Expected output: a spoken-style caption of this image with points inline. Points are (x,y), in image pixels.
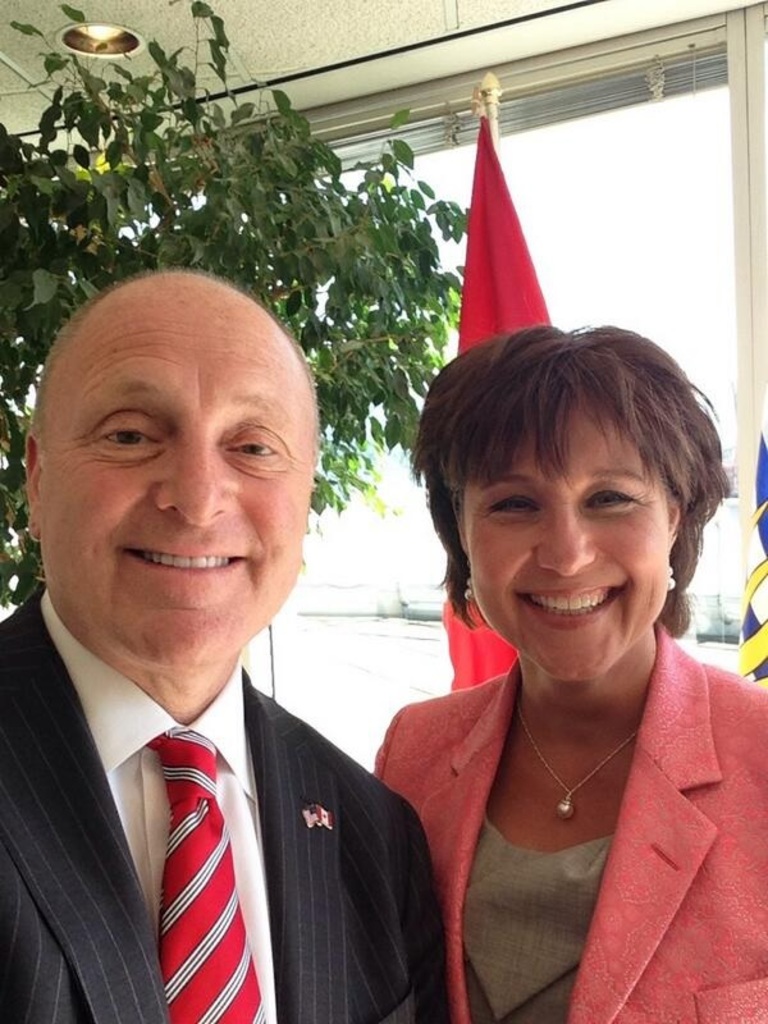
In this image we can see two persons (237,478) are standing and smiling, at the back (189,193) there is a tree (342,221), there is a flag (503,231), at the top (123,25) there is a ceiling light (104,28), there is a glass window (564,202).
